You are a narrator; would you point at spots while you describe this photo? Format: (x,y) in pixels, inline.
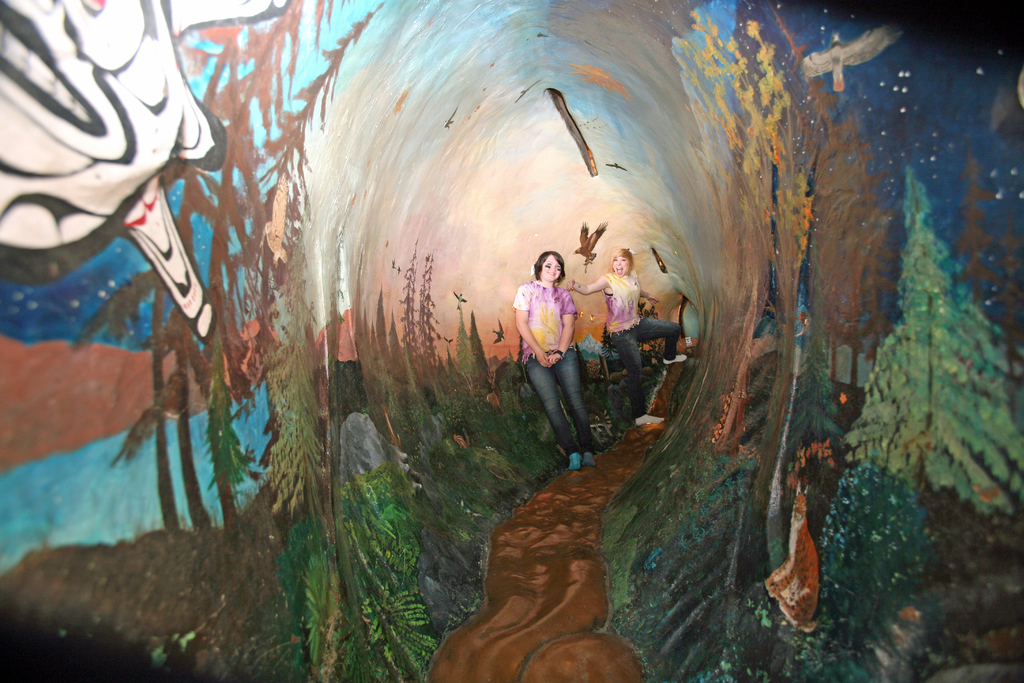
Here in this picture we can see a painting (696,168) present on the walls (337,658) and in the middle of it we can see two women (534,303) standing over a place (569,469) and around them we can see plants (394,477) and trees (362,346) present.
